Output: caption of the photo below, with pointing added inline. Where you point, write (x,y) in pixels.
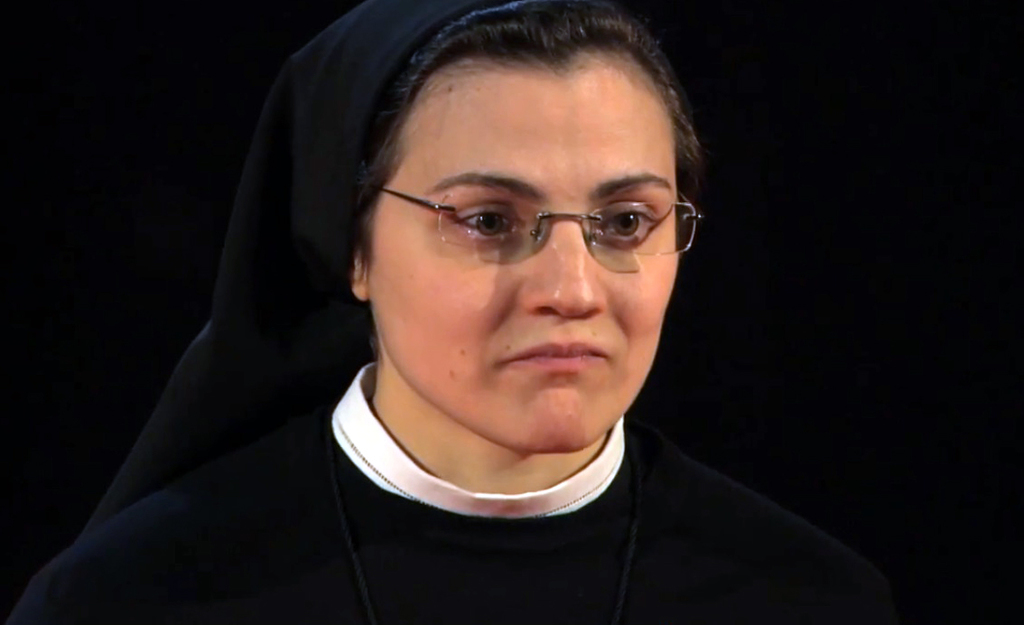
In this image there is a lady (522,265). The background (123,155) is dark.
